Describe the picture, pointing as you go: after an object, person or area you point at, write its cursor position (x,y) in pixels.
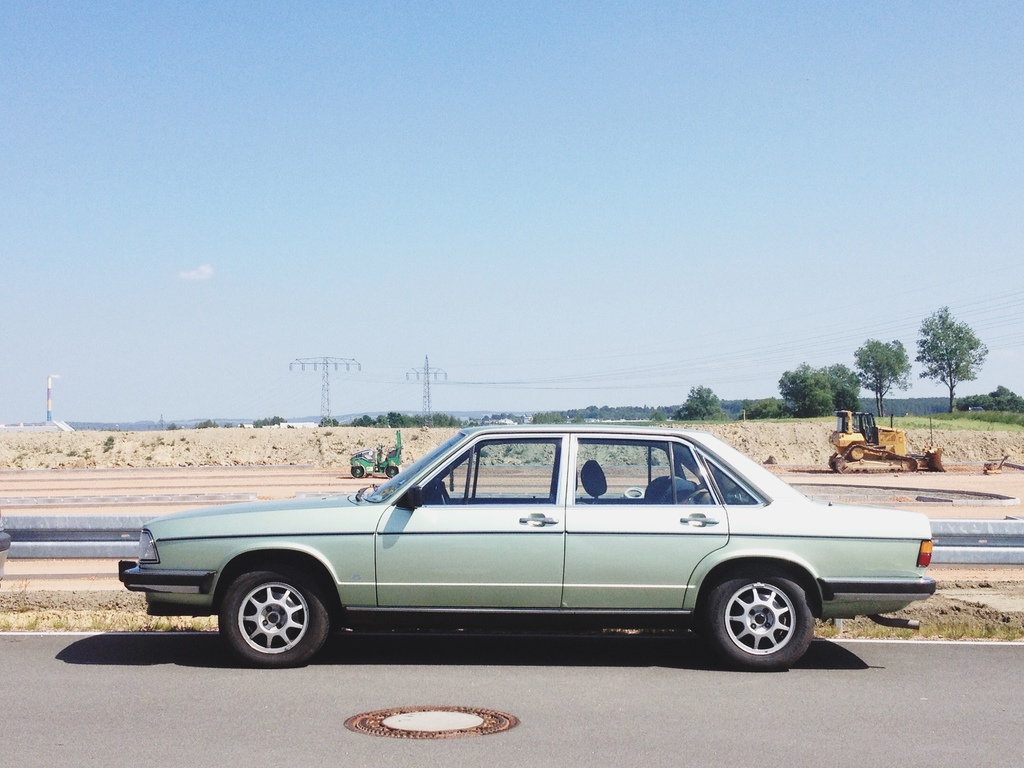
In this image I can see a car (513,484) and few vehicles (853,441) on the road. Back I can see trees (893,354), current poles (303,365) and wires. The sky (544,395) is in blue and white color.
